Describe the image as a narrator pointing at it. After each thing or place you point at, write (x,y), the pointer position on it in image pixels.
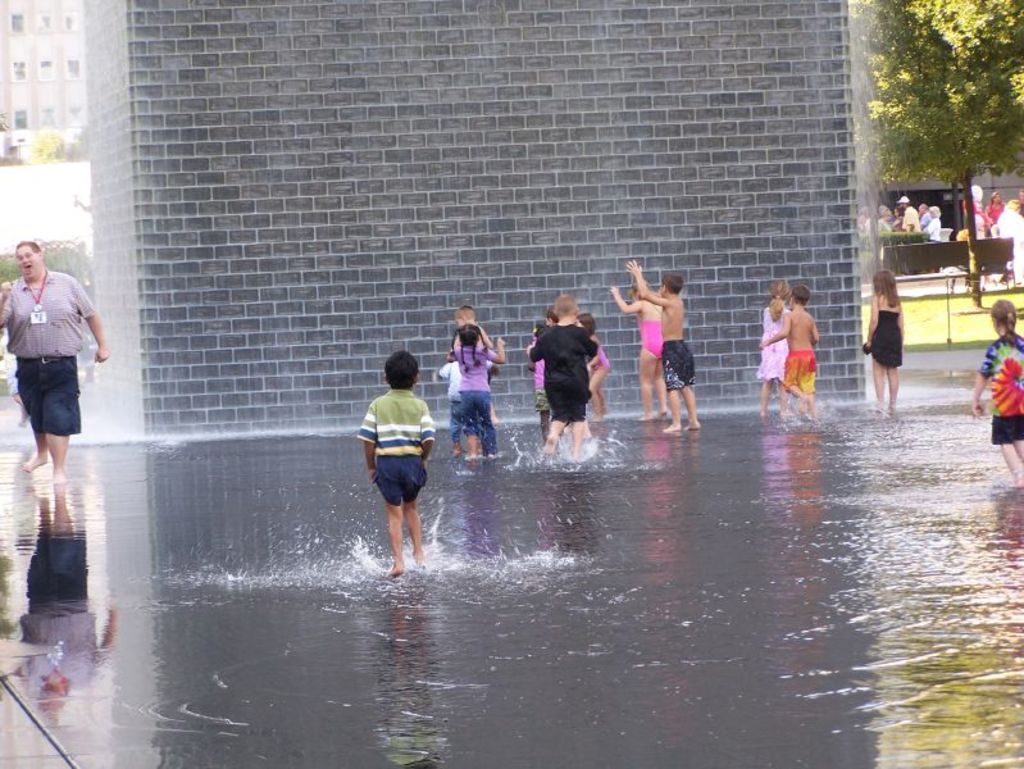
There are few kids (692,370) standing in water (971,398) and there is a wall (614,173) in front of them and there is a person (63,364) standing in the left corner (59,306) and there is a building (70,90) and trees (953,45) in the background (927,101).
